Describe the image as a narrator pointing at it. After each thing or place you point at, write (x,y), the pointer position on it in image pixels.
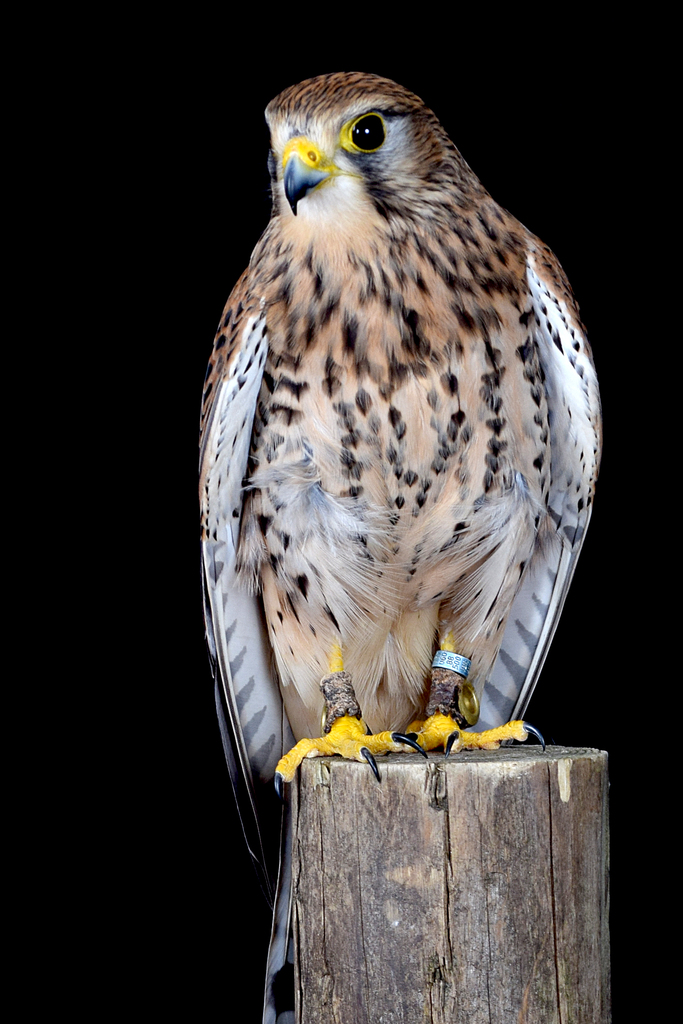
In this image I can see the kestrel (424,641) on the wooden-log (464,837). The kestrel (482,546) is in brown, black and white color. Background (214,121) is in black color.
